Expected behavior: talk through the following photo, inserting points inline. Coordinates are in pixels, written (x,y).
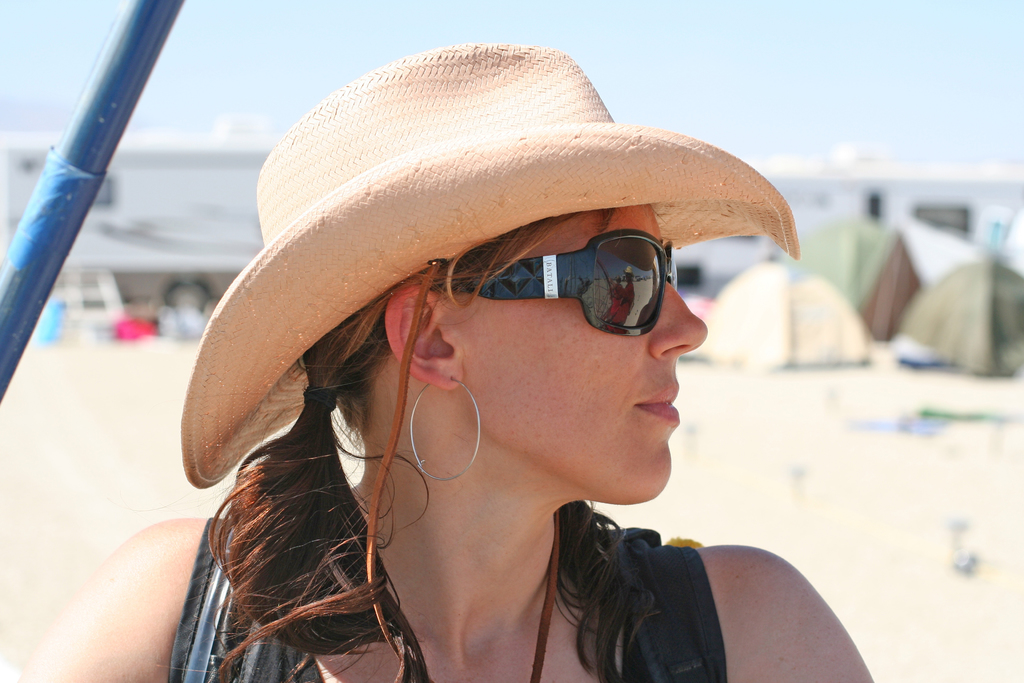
In the picture there is a woman (456,426) in the foreground (448,532), she is wearing goggles (504,286) and a hat (268,178).
